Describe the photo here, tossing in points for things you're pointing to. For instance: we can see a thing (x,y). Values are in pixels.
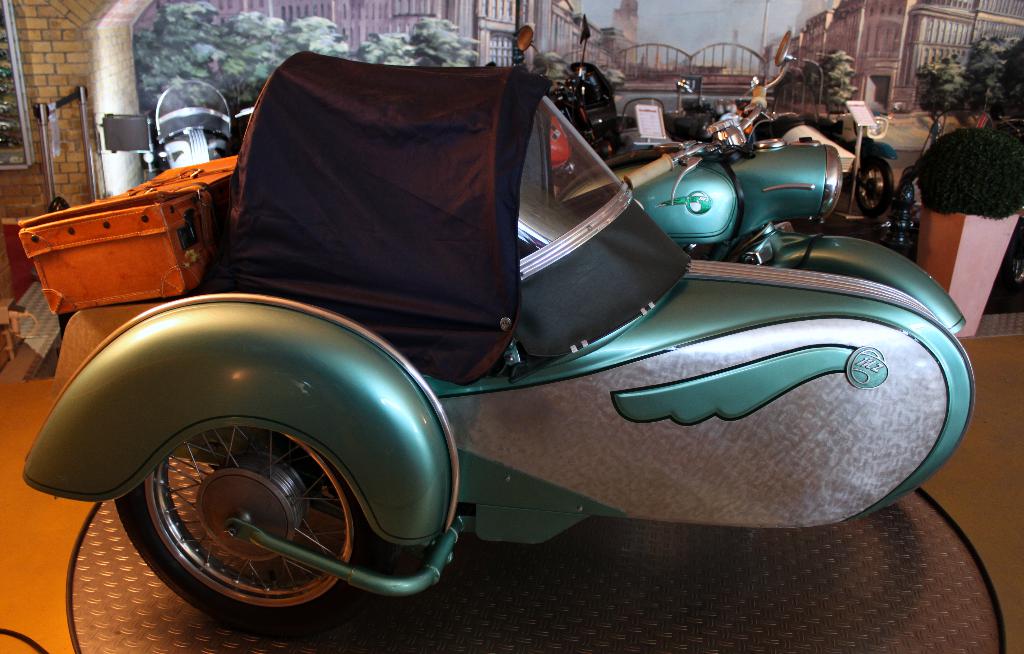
There are vehicles (461,162) in the foreground area of the image (667,199), it seems like there are paintings (802,71) and plants (926,84) in the background area (685,44).
